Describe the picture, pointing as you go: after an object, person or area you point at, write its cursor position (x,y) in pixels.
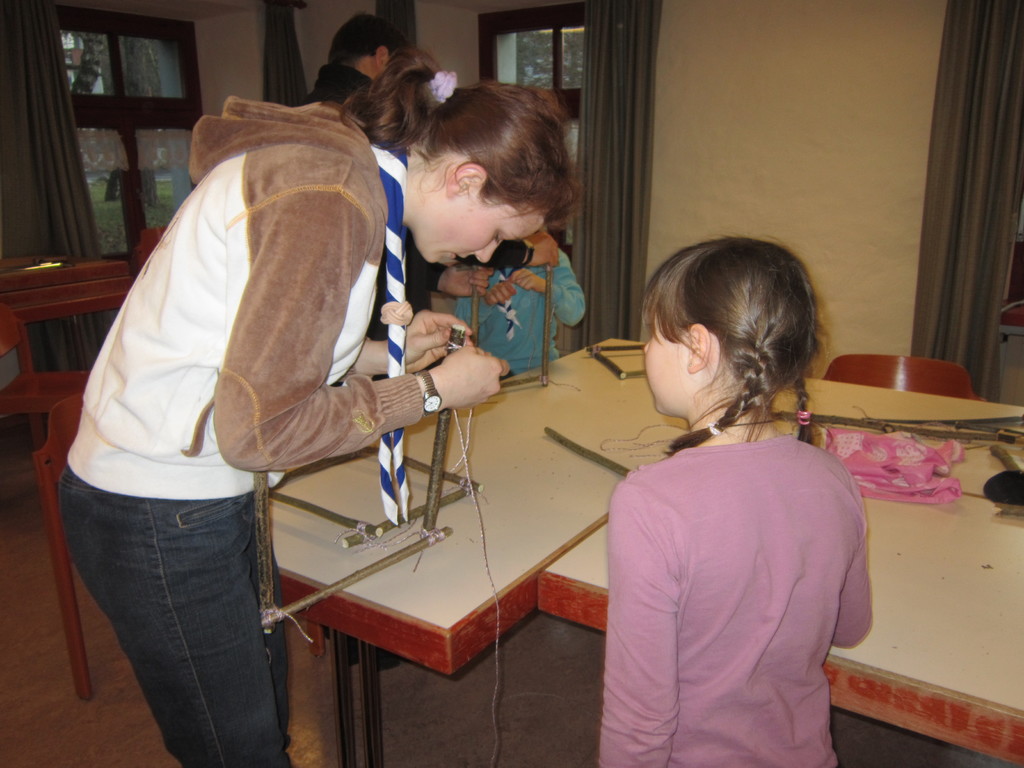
The image is inside the room (544,517). In the image there are group of people (706,597) standing in front of a table (1006,590), on table (913,518) we can see a stick (364,571), cloth (894,445). On right side (928,389) there is a chair (930,385), curtains (947,194), door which is closed in background (148,53) there is a window (110,202) and a wall (246,36).
